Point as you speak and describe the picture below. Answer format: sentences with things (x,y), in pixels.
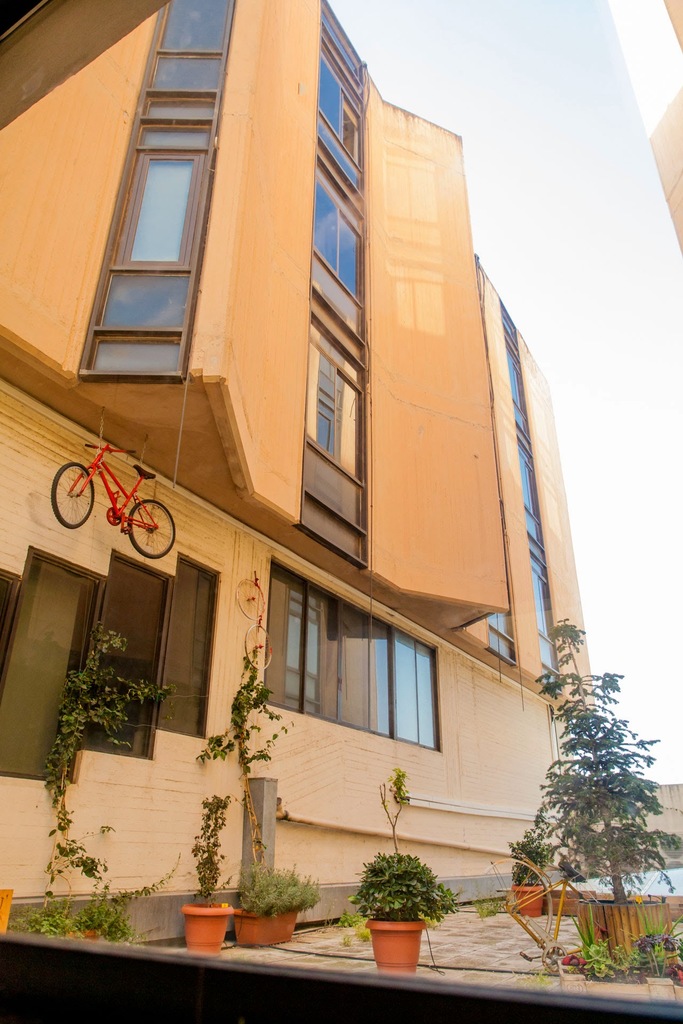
In this image we can see a building (228,416) a bicycle (119,496), windows (117,660), trees (596,787), plants (70,857) and sky (602,427).
